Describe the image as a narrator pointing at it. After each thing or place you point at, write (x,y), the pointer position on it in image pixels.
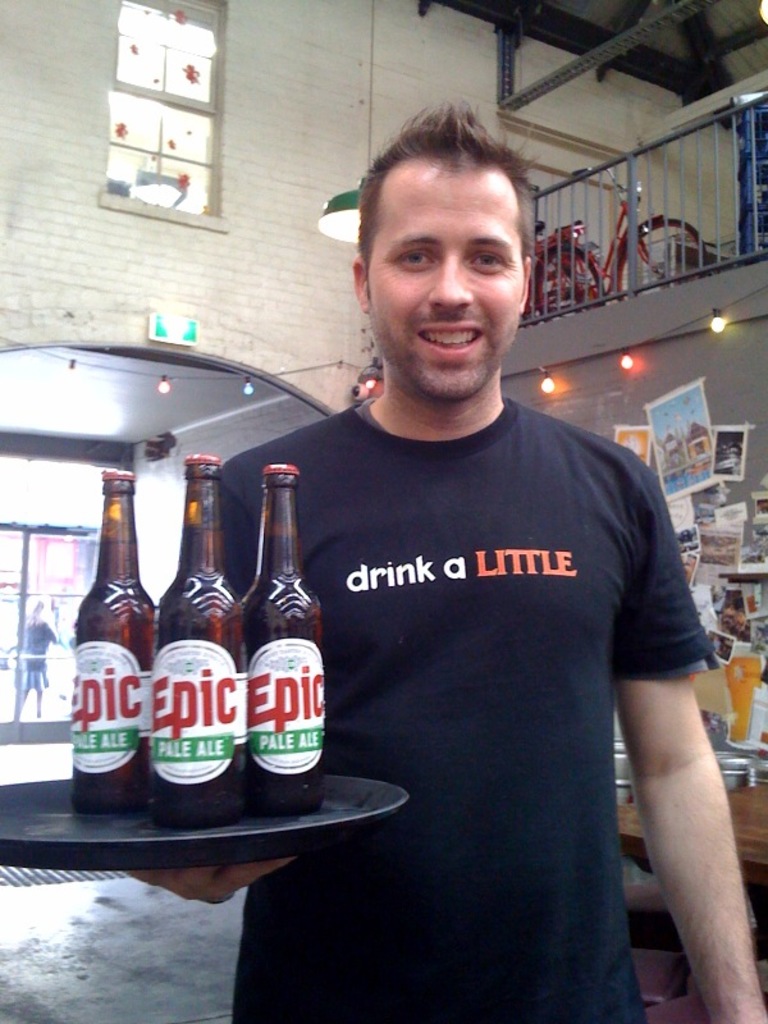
In this image I see a man (419,898) who is standing and holding a plate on which there are 3 bottles (321,783). I can also see that this man (466,353) is smiling. In the background (346,381) I see the inside view of a building (735,41), a cycle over here, lights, few papers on the wall (716,352), window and the door (48,485) over here.
